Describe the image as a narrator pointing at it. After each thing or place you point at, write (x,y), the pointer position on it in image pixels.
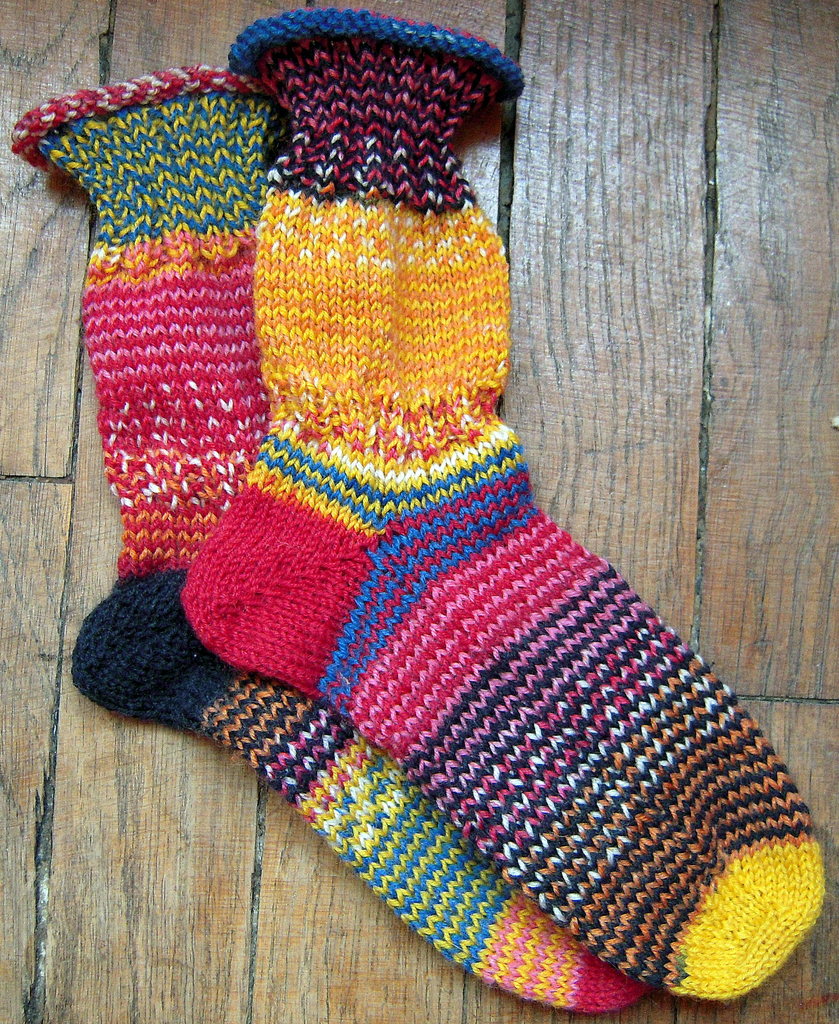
In this picture we can see the socks (380,508) are present on the wood surface (475,1021).
